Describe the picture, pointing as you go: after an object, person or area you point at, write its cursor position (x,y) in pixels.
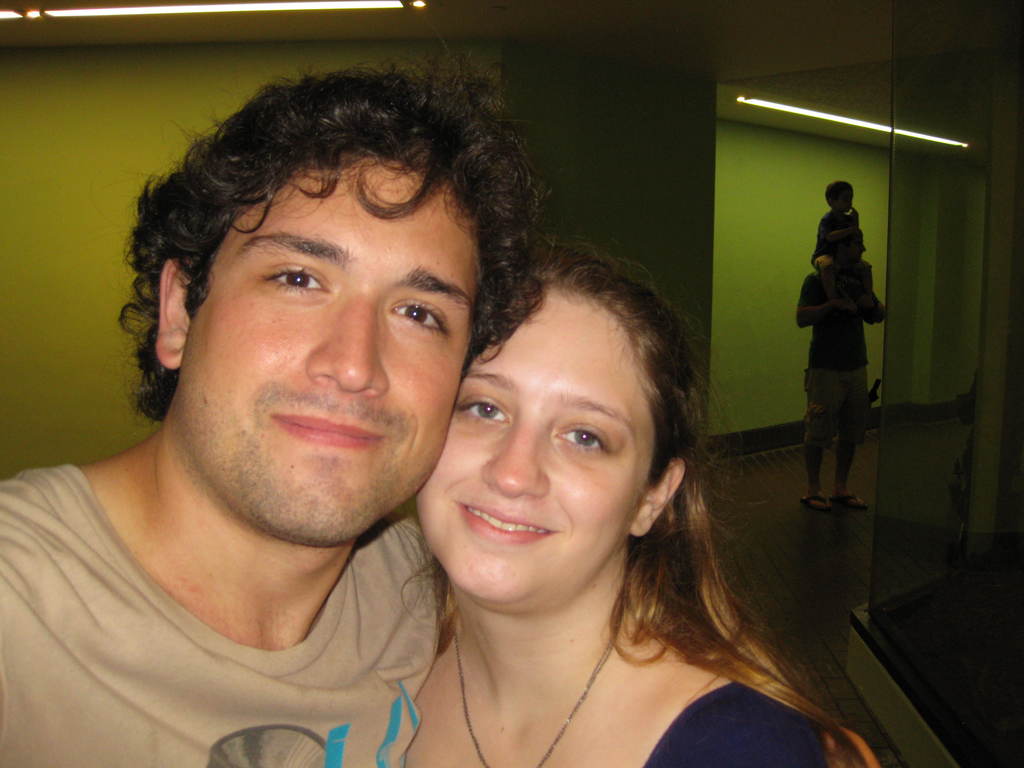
In this image we can see group of persons (851,318) standing. On the right side of the image (862,309) we can see a person (852,282) carrying a boy (844,208) on his shoulders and some lights (419,4).
